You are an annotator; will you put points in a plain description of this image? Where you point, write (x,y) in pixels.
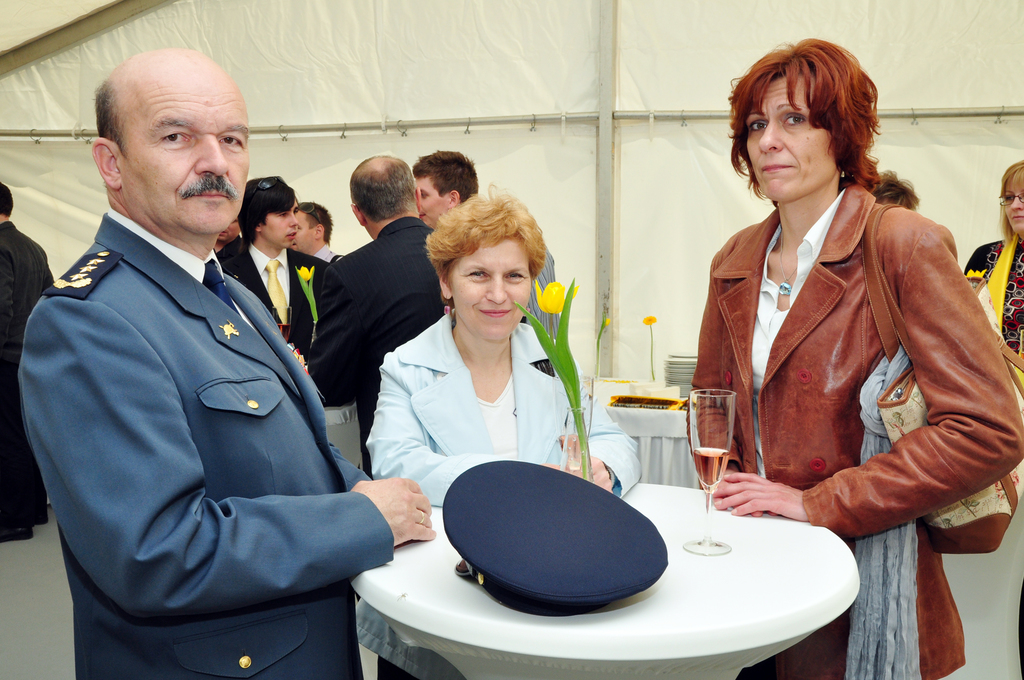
In this image there are people (140,397) and we can see tables (637,616). There is a cap (583,484), flower vase (583,463) and a glass (724,402) placed on the table (655,630). In the background (537,109) there is a tent (637,133).
